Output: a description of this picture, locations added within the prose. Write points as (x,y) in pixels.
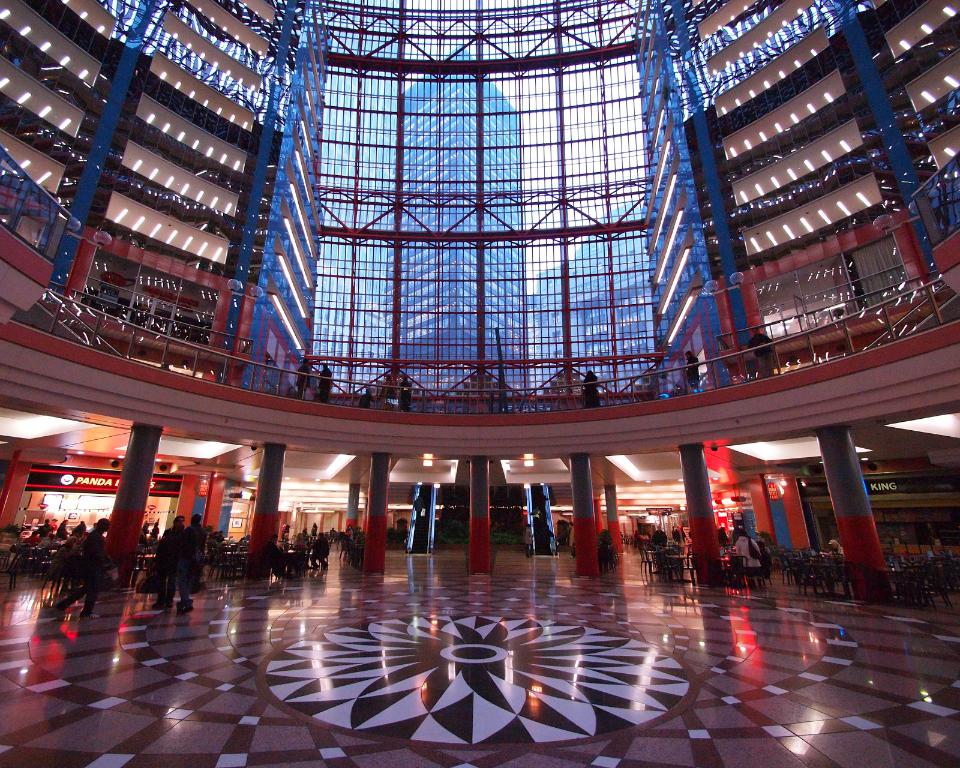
In the foreground of this image (351,685), there is floor (523,699) and we can also see many people (180,578) walking and standing and also sitting on the chairs (728,570) near table (676,553). There are pillars (840,476), walls (112,379), ceiling (177,190) and lights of a building (743,246). In the background (505,124) through the glass (501,264) we can see buildings (499,125) and the sky (588,110).
